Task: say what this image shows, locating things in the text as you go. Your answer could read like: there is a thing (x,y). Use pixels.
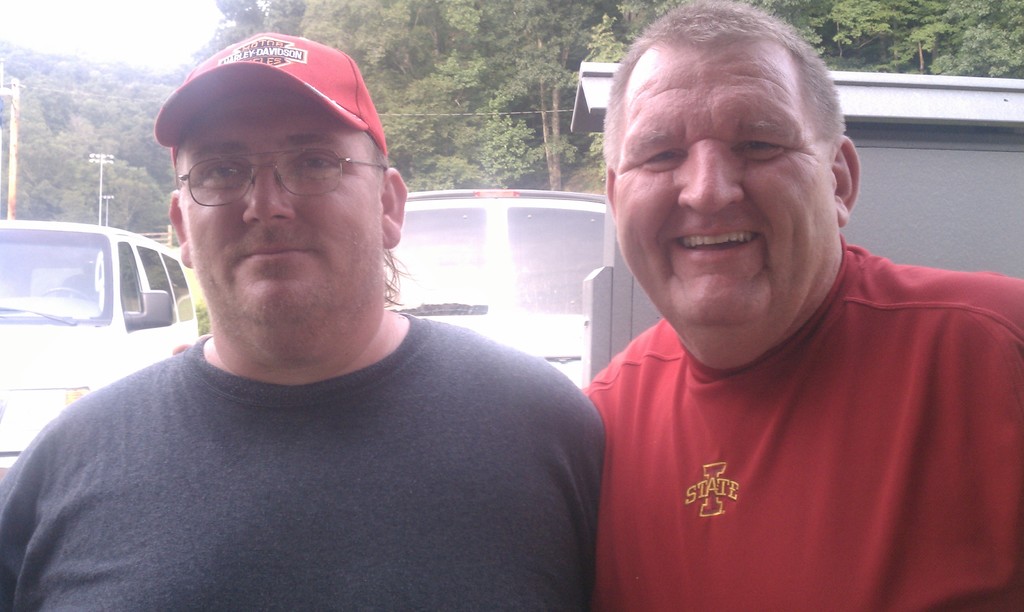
In the picture there are two men (801,430) standing one beside another and behind these people (372,254) there are two vehicles (530,260) and in the background (335,41) there are lot of trees (83,158).
